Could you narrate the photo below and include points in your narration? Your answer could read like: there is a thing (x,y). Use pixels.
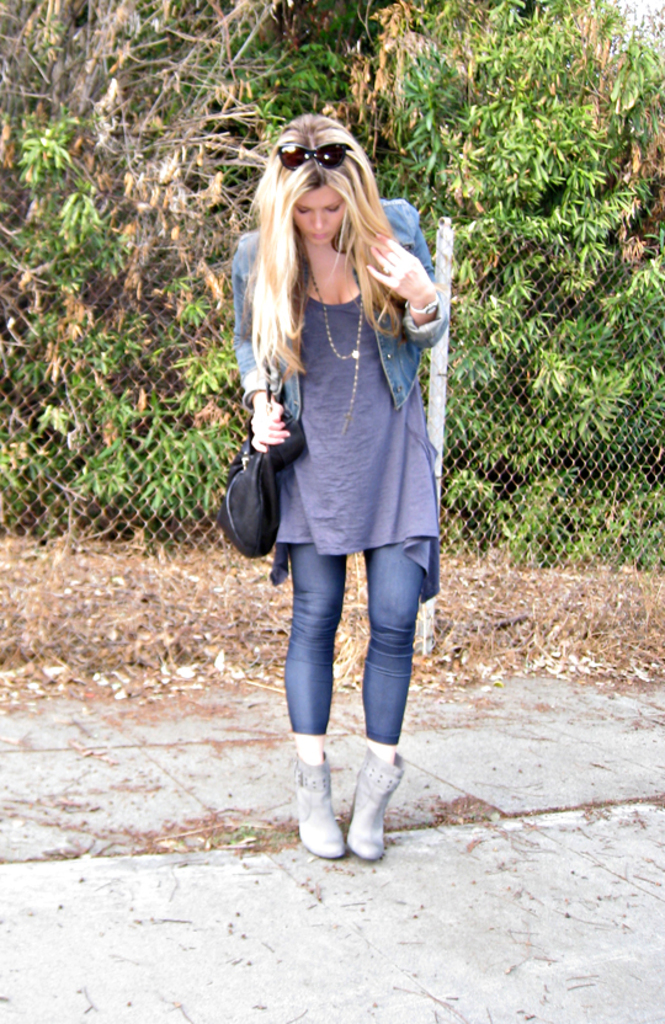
In this picture we can see a girl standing on the ground (483,759), she is wearing a bag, goggles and in the background (650,489) we can see a fence (619,546) and trees (526,21).
